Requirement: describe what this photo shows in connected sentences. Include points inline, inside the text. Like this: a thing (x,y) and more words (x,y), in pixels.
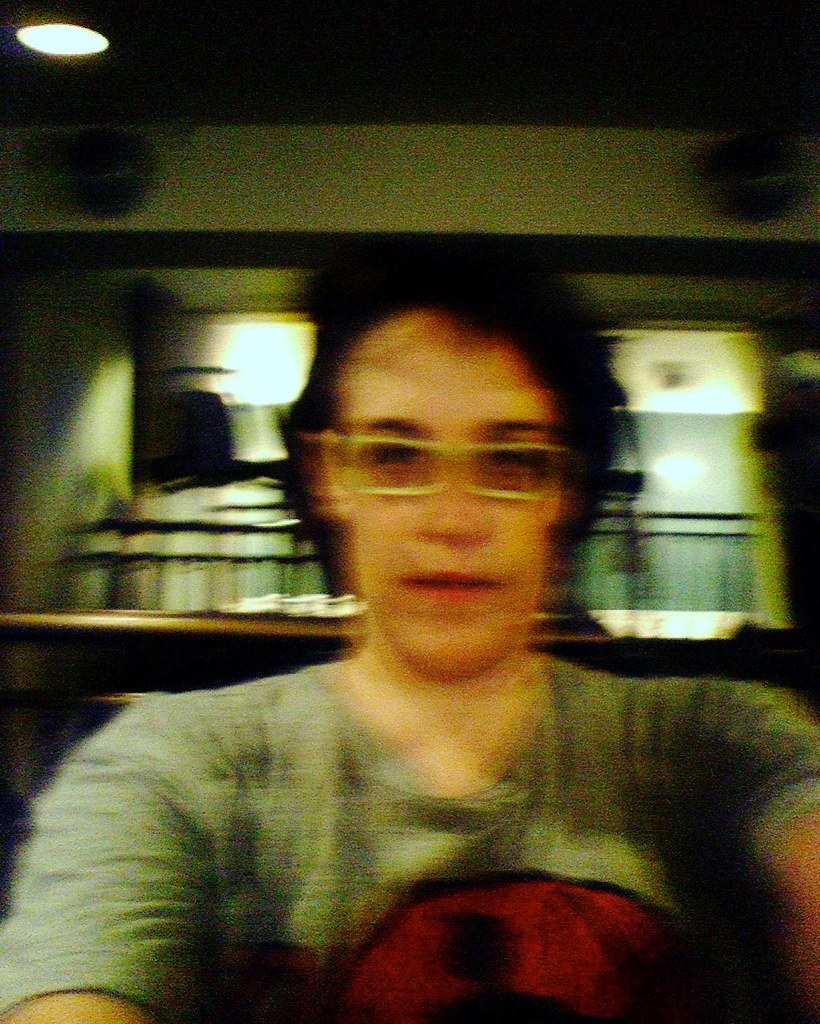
In this picture we can see a person (430,792) in the front (397,788), this person (446,770) is wearing spectacles (493,495), there is a light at the left top of the picture (58,56), we can see a blurry background (116,85).
